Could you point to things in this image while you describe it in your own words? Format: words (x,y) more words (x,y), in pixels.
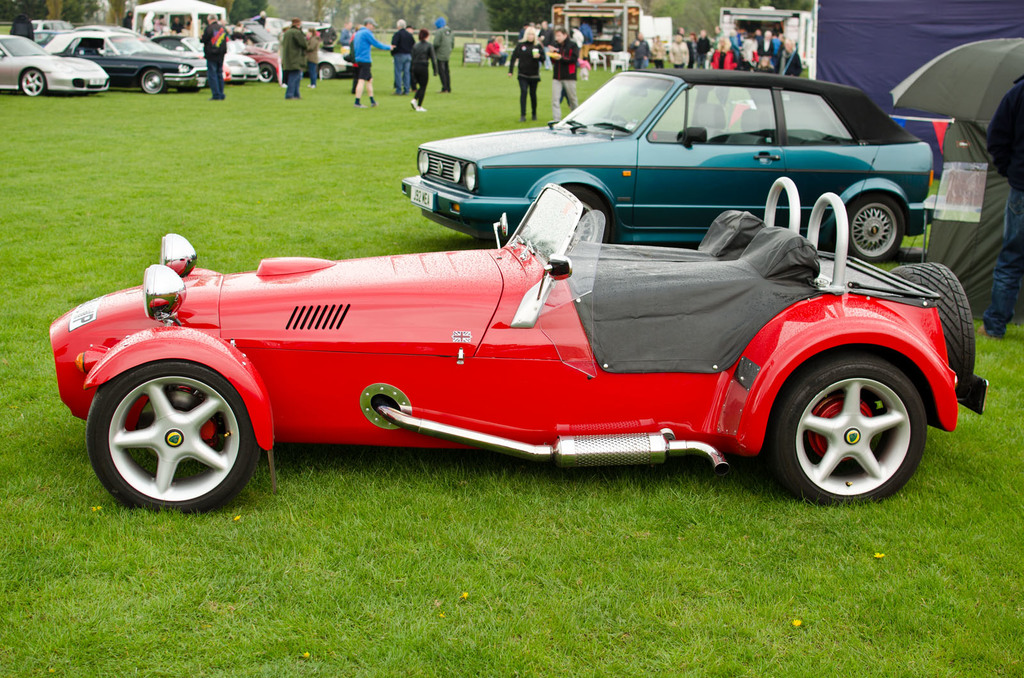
In the foreground of this image (549,468), there are two cars (594,390) on the grass (598,613). On the right (941,251), there is a man (1009,223) standing, an umbrella (983,84) and it seems like a blue tent (888,48) on the top (929,43). In the background (721,54), there are persons (564,68), vehicles (51,64), two stalls (630,21), railing (472,34) and trees (380,6) on the top (456,15). On the left top (170,9), there is a shelter (169,23).
